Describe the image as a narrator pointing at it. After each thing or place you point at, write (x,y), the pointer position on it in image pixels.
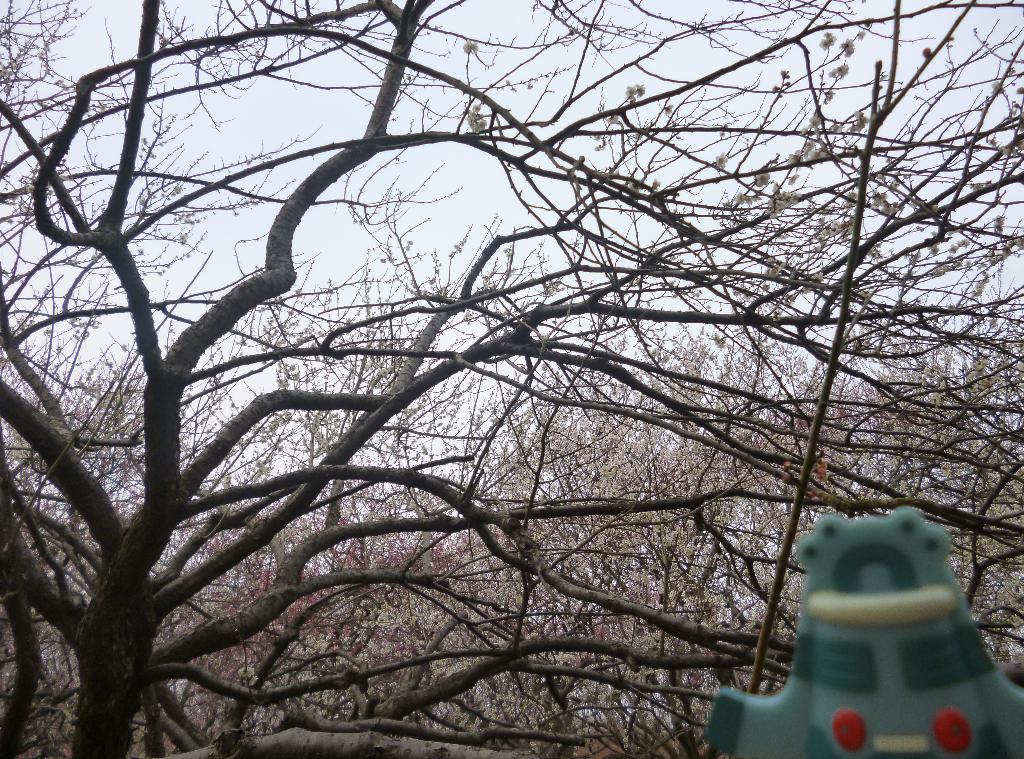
In this image, I can see the trees (650,364). At the bottom right side of the image (809,629), that looks like an object (888,681), which is green in color.
